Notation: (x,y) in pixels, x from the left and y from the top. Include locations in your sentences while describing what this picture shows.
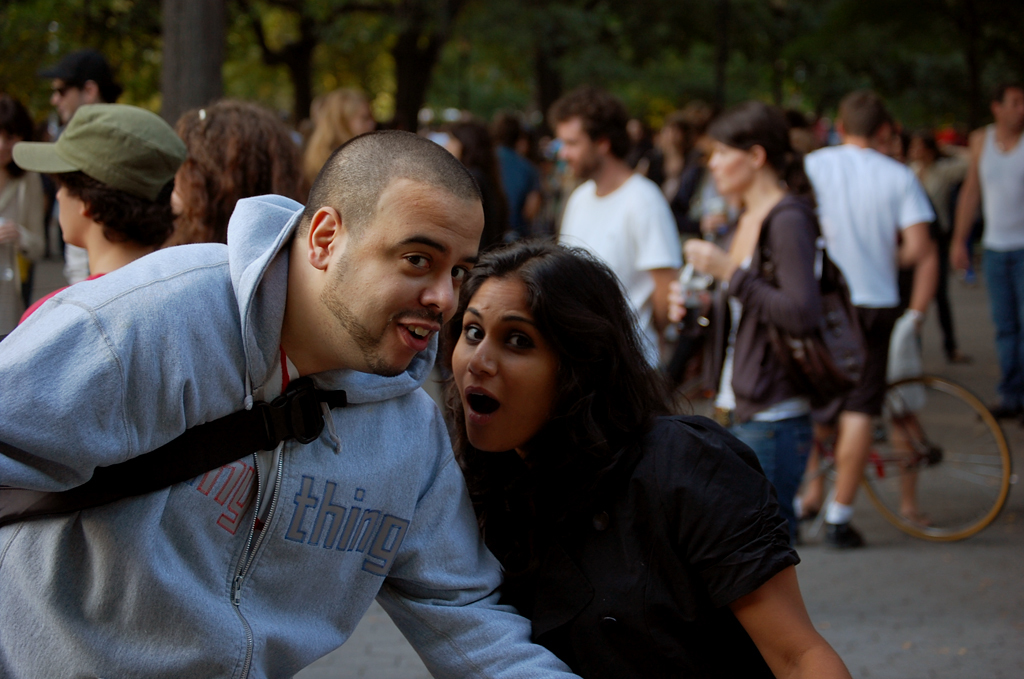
In this image we can see group of persons (417,262) standing on the ground (853,634). One woman (560,529) is wearing a black dress (650,600). To the right side of the image (896,472) we can see a bicycle (968,394) on the ground (881,636). In the background (823,87), we can see a group of trees (333,82).
